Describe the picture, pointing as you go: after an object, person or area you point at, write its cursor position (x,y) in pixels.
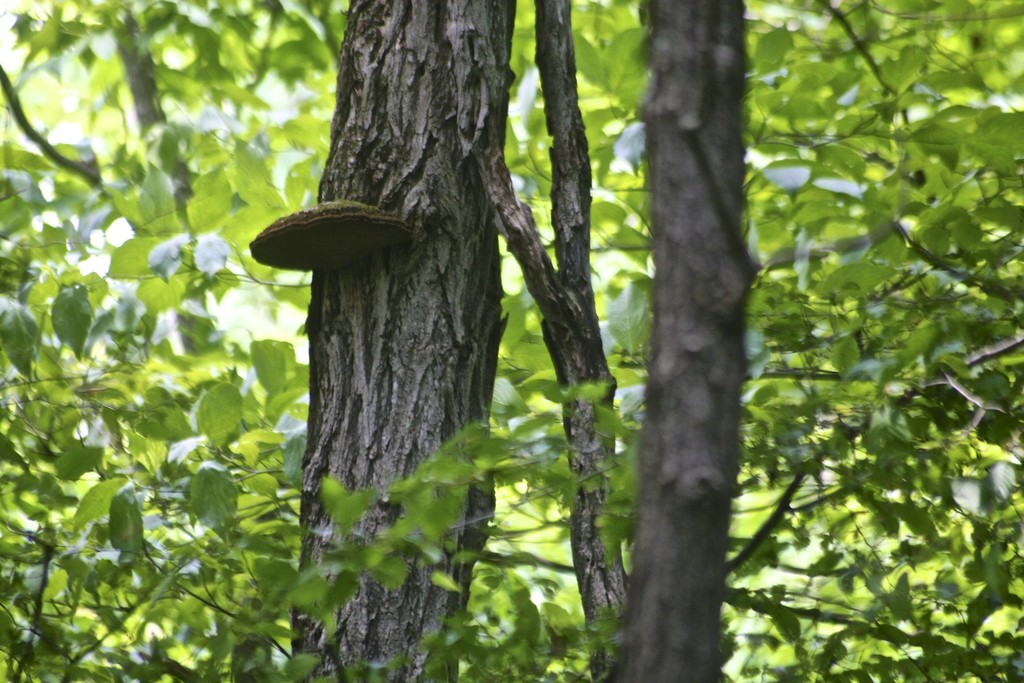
In the picture we can see a part of the tree branch (709,568) and behind it we can see many plants (156,651).
